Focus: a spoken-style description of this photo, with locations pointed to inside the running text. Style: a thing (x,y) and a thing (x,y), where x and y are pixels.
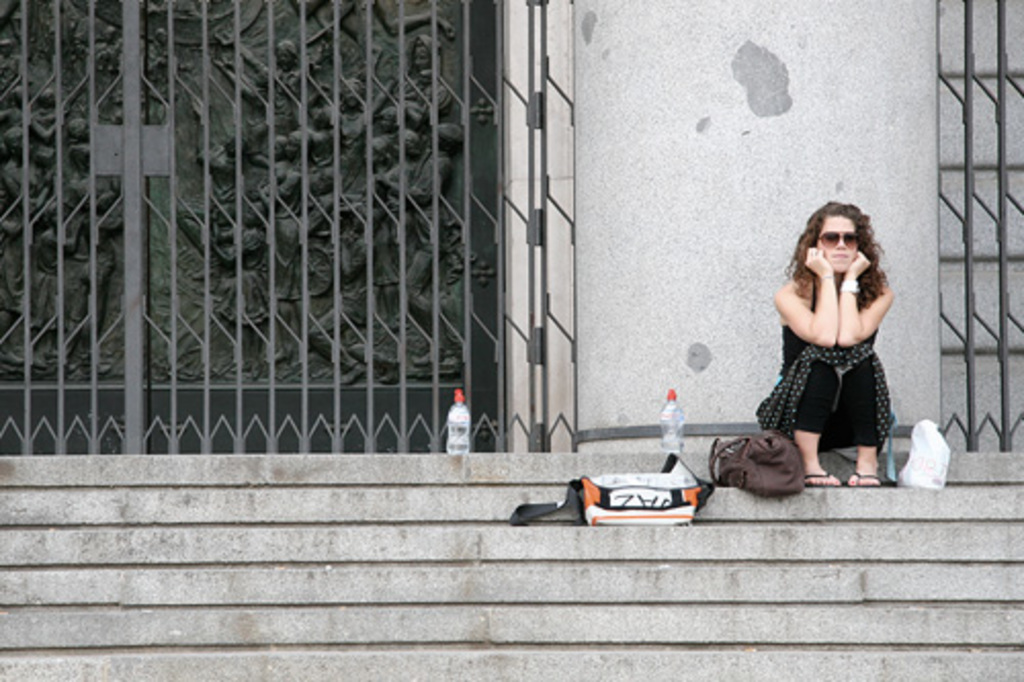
On the right (831,266) a woman (862,330) is sitting on the steps (155,575) and we can see bottles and bags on the steps (394,486). In the background (200,400) we can see metal gate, wall (683,217) and sculptures (391,367) on a platform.
